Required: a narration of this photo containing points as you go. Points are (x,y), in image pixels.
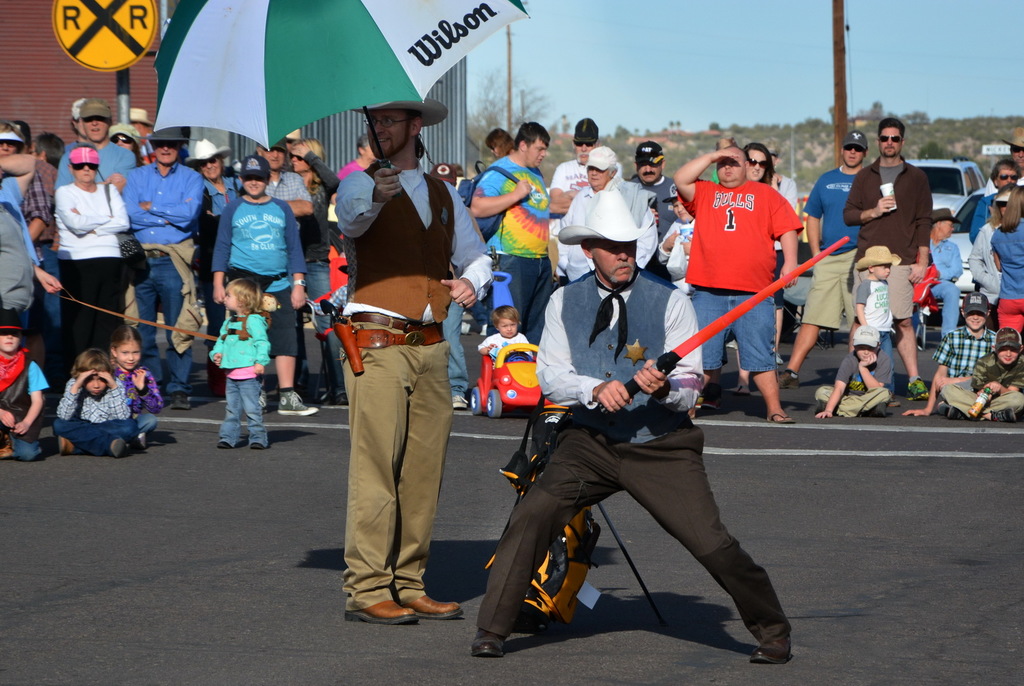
As we can see in the image there are few people (322,259) here and there, toy car (523,377), an umbrella (371,67), buildings (9,57), sign pole (75,62), trees (932,130) and sky (806,56).
